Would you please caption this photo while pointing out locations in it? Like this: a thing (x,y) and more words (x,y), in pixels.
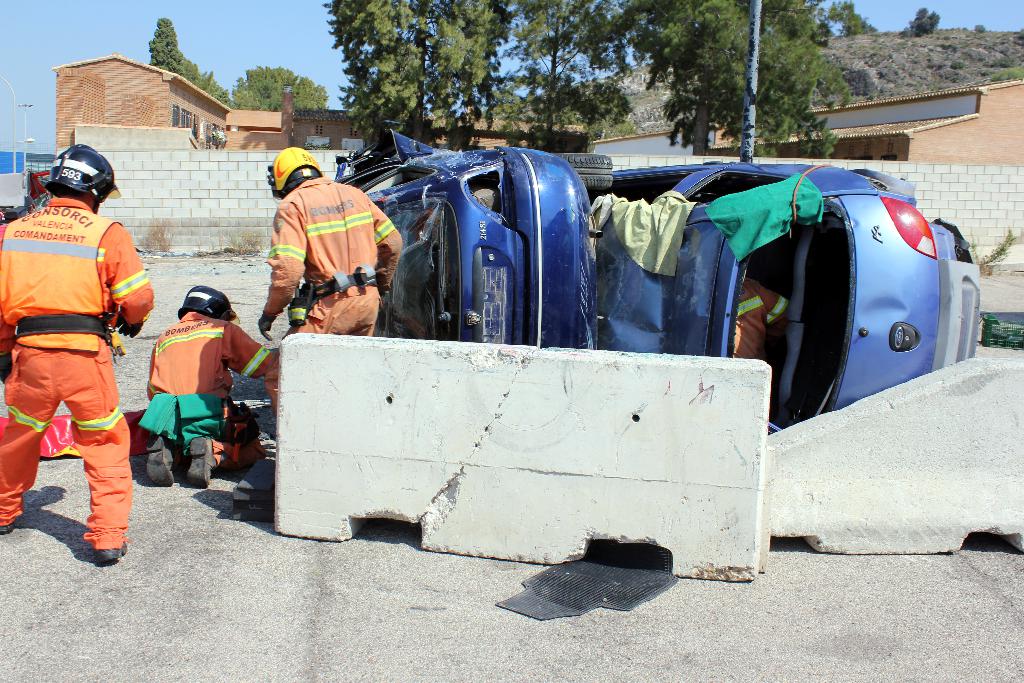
On the left side (29,365) there are three people (205,341) wearing helmets (189,298). Near to them there are barricades (665,454). Also there are vehicles (697,243). In the background (365,127) there is a wall (616,155), buildings (291,113), trees (530,48) and sky (213,12).
